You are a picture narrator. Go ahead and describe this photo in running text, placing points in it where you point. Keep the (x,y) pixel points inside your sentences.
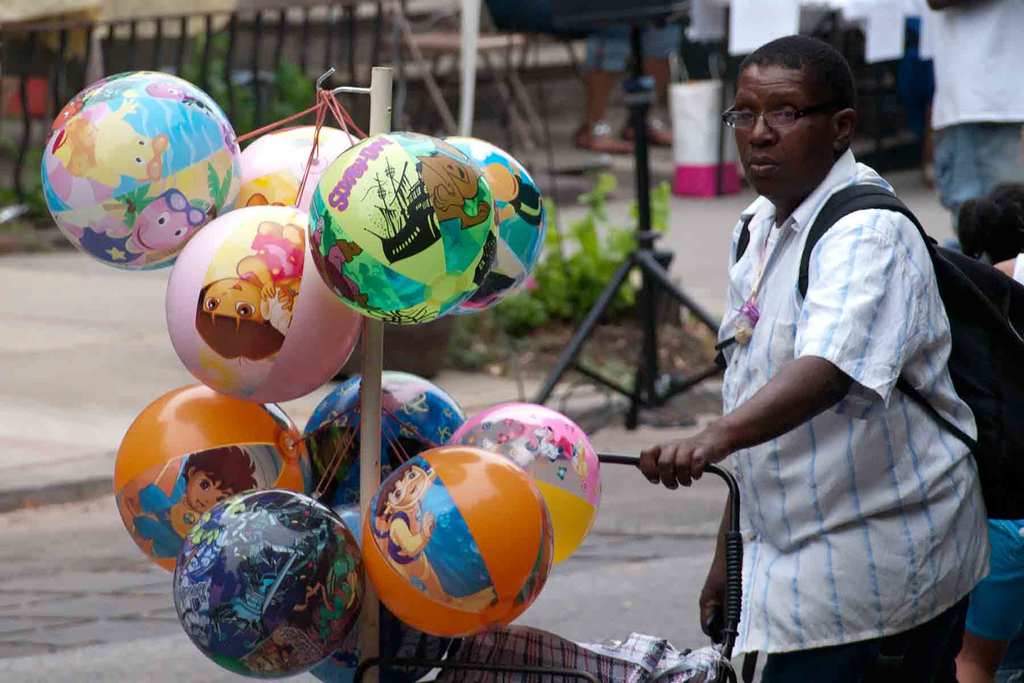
In this image we can see a person (819,393) in the foreground (814,398). The person (833,380) is holding an object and carry a backpack (1015,286). On the right side (990,75), we can see few persons (964,87). On the left side (332,244), we have a few balloons (388,255) hanged. Behind the balloons (255,255) we can see a fencing (198,37), plants (610,184) and a stand (659,255).
